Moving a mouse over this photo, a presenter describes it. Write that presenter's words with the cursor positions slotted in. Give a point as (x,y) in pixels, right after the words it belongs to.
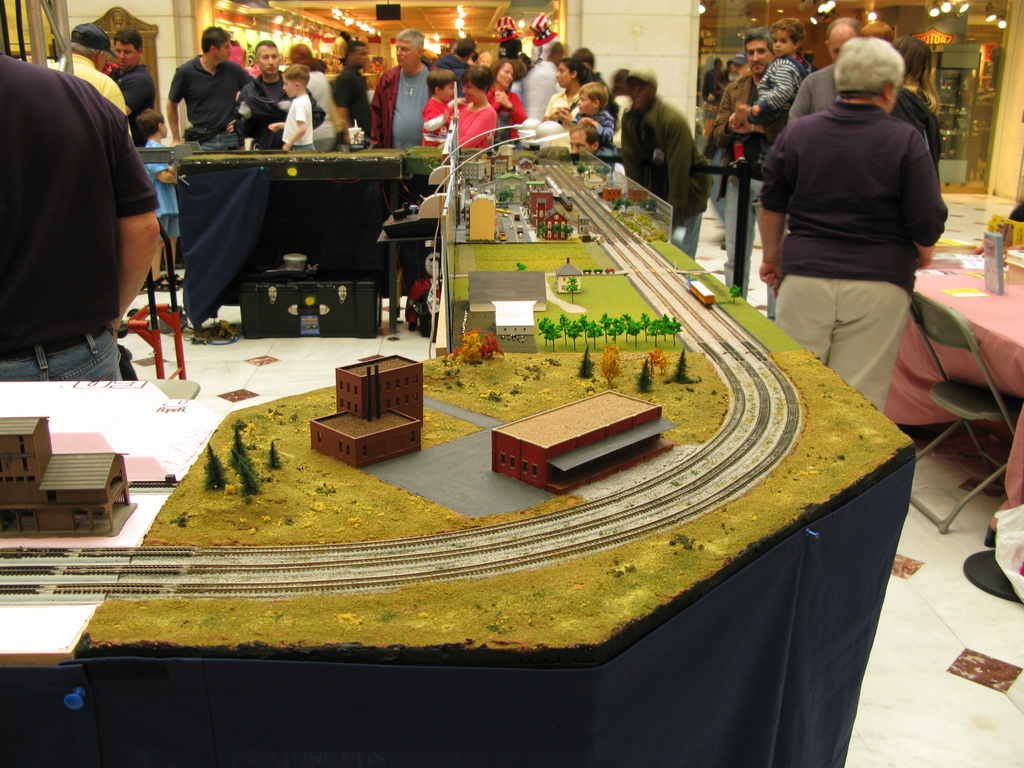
In this picture, we see the building (378,448) and the trees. We see a train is moving on the tracks (711,315). There are many buildings (524,309) and trees (545,328). These buildings (542,300) are placed on the table (632,610) which is covered with a black color sheet (599,704). In the middle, we see the people (385,85) are standing. On the right side (949,290), we see a table (982,305) which is covered with a pink color sheet (988,323). We see the papers (971,268) and some other objects (1002,229) are placed on the table (938,284). Beside that, we see a chair (988,401) and the people (933,95) are standing. On the left side (93,131), we see a man (126,269) in the black T-shirt (77,282) is standing. Beside that, we see a stand (131,320). Beside that, we see a black color box (278,293). In the background (565,22), we see the lights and a white wall (662,62). This picture might be clicked in the exhibition hall (523,435) or at the science fair.
